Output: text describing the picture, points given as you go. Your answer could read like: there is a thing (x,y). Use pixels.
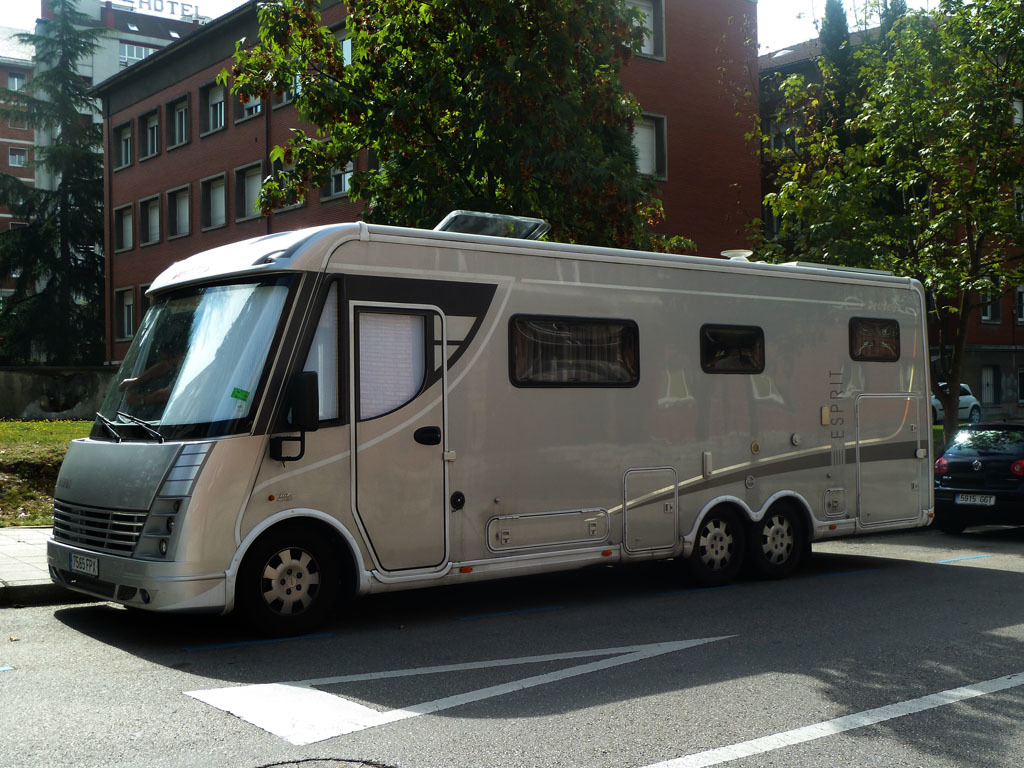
In the picture we can see a vehicle (242,444) on the road (889,723) and beside it we can see the trees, buildings (165,258) and a part of the sky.
